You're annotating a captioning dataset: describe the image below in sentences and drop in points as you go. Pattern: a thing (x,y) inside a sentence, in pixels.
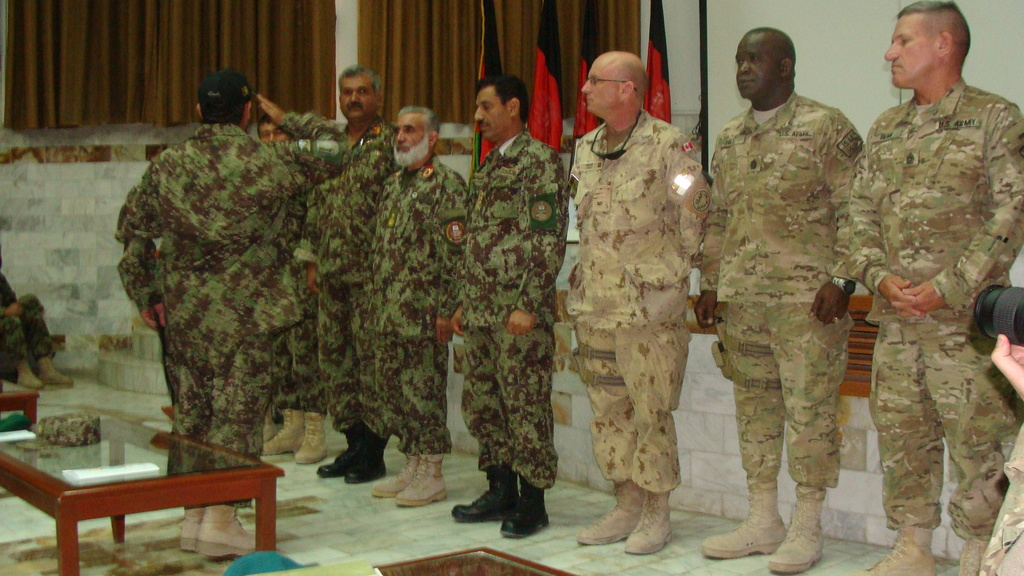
In this image there are group of people (333,312) standing. There are flags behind the people (495,232) and at the left side (257,90) there is a curtain (257,38) and there are tables (136,499) in the image.
